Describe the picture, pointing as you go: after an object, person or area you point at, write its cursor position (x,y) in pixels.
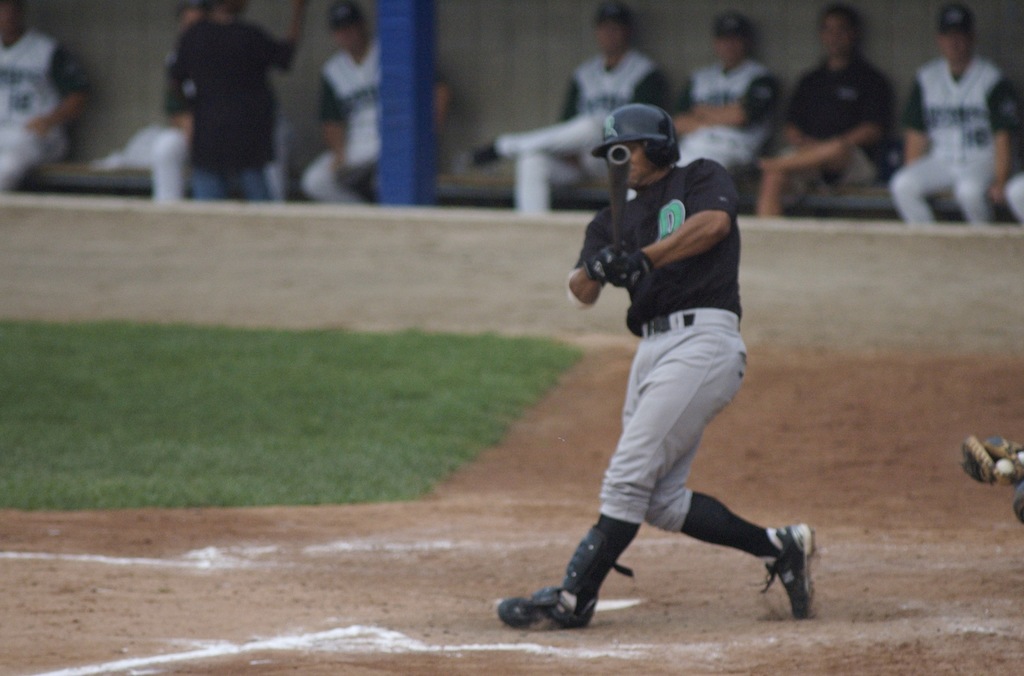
In this image there is a playground (270,435), there is grass (228,423), there is a person (638,469) holding a baseball bat (621,183), there is a person (653,164) wearing a helmet (655,140), there is a person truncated towards the right of the image (991,442), there is a ball (1009,468), there is gloves (996,456), there are audience (830,84) sitting, there is a pillar (402,101) truncated, there is a wall (504,54), there is a person (23,102) truncated towards the left of the image (32,101).
